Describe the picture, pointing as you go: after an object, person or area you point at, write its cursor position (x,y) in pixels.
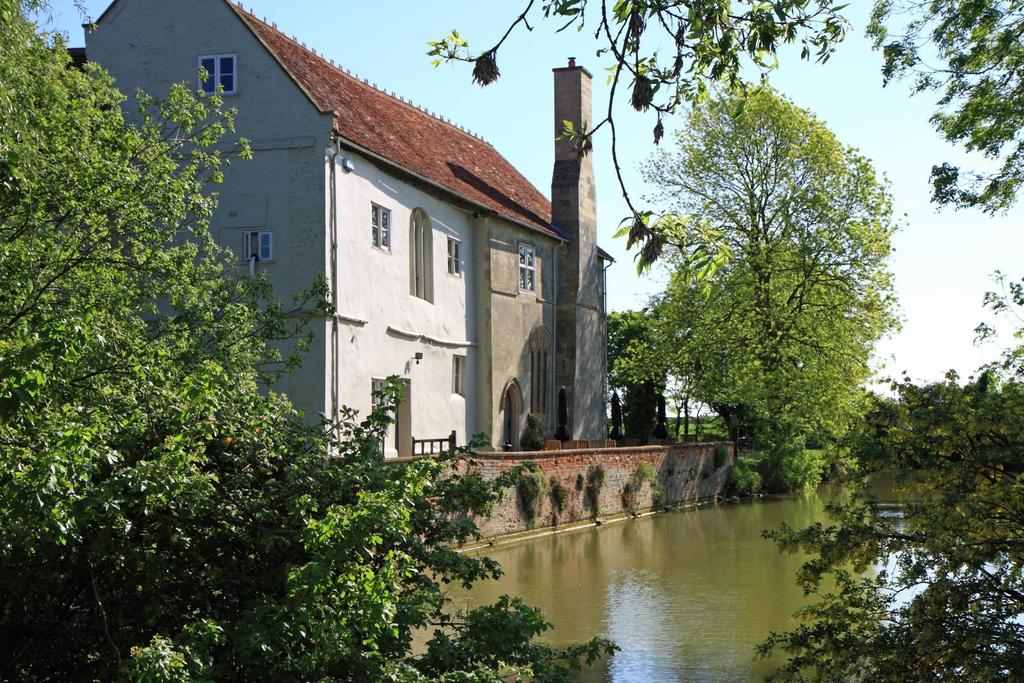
In this image on the left side (292,199) there is a house (474,188) and there is a tower (585,170), at the bottom (624,594) there is river (706,597) and there are some trees (779,327). At the top (505,98) there is sky (665,131).
